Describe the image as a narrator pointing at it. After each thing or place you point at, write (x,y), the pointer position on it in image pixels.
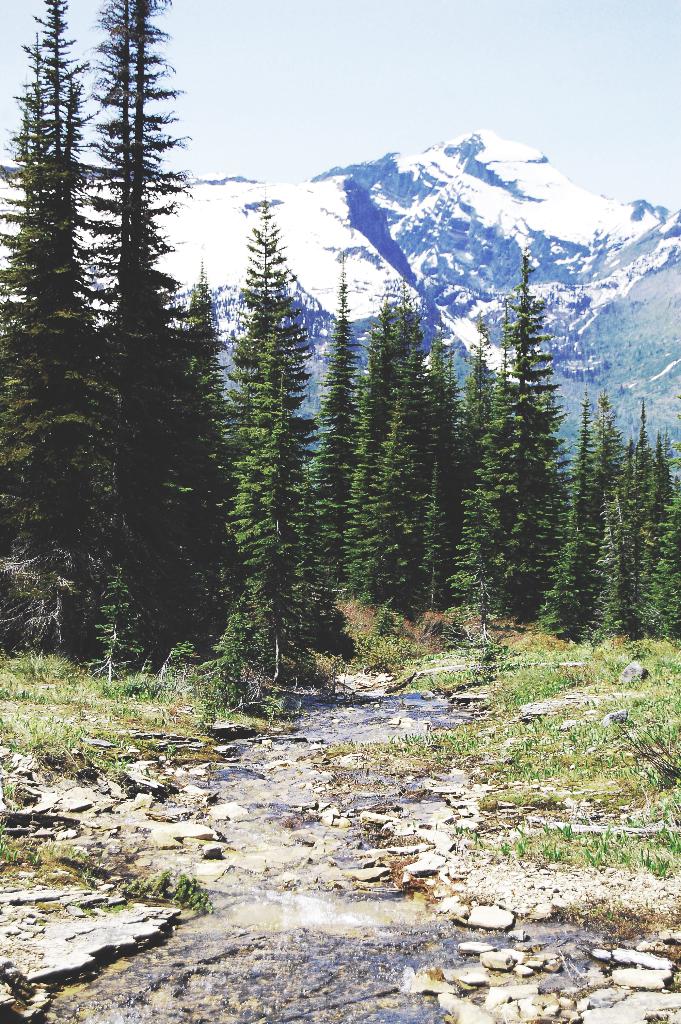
In this picture, we can see trees (14,269), mountains (467,263), the sky (666,65), we can see the ground (674,923), with grass (663,685), plants (18,663) and some rocks (202,829).
